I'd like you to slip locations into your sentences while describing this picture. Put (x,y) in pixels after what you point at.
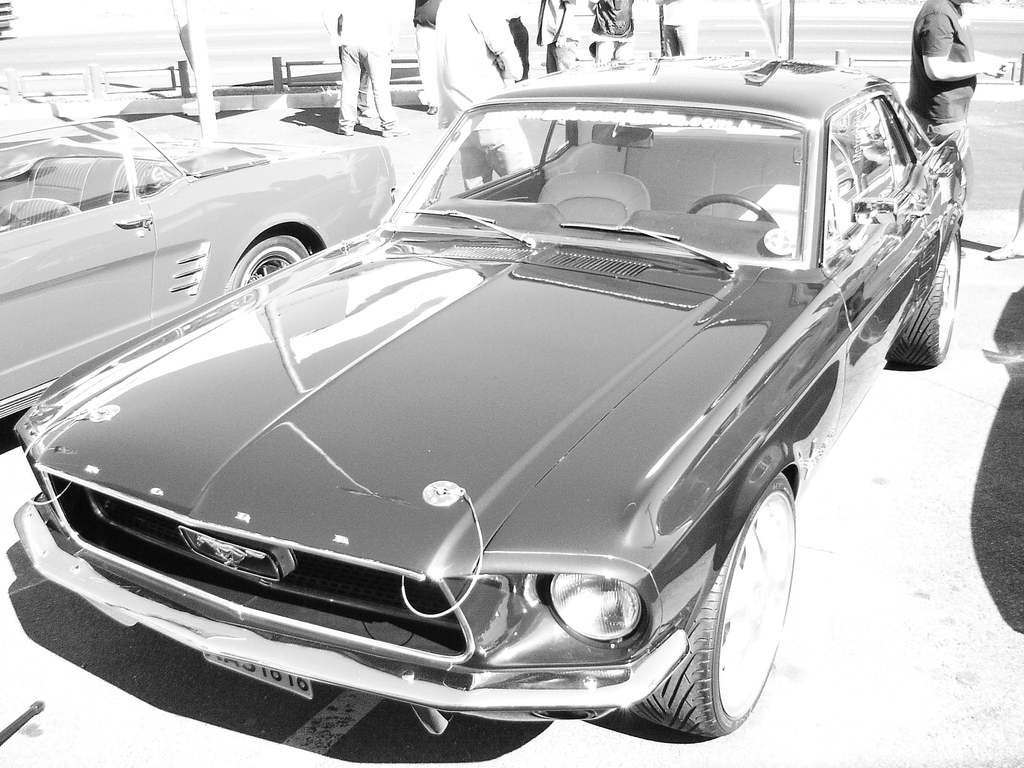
In this image there is road (259,37), there are a group of persons (360,37) towards the top of the image (573,35), there are cars (340,383) on the road (225,35), the background of the image (267,24) is white in color.
